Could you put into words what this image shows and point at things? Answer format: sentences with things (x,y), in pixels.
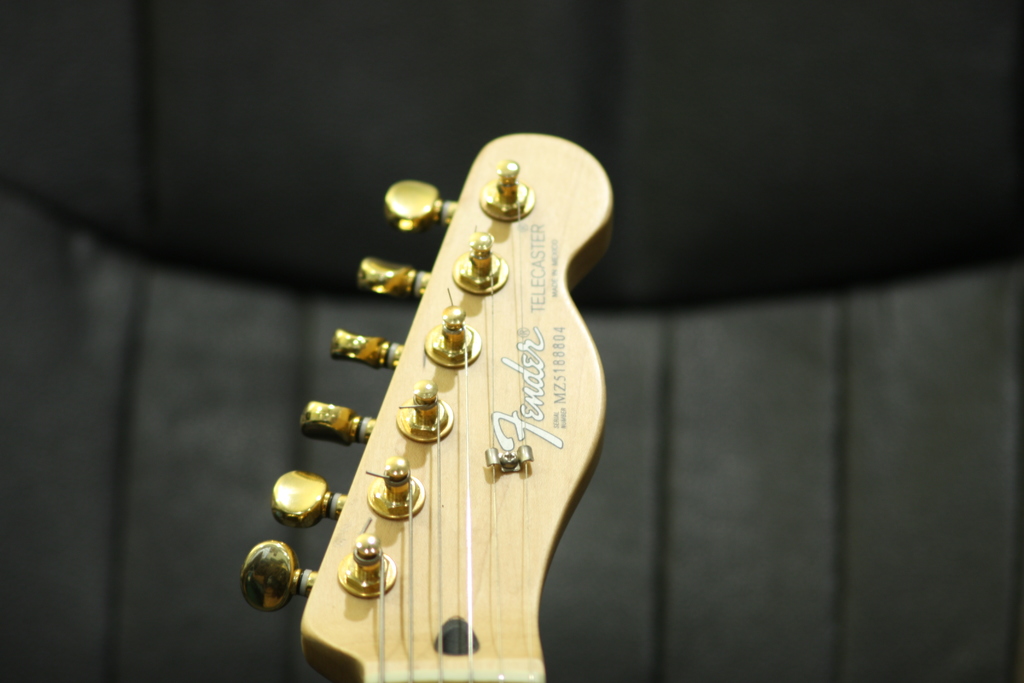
A picture of a guitar head (519,403).
